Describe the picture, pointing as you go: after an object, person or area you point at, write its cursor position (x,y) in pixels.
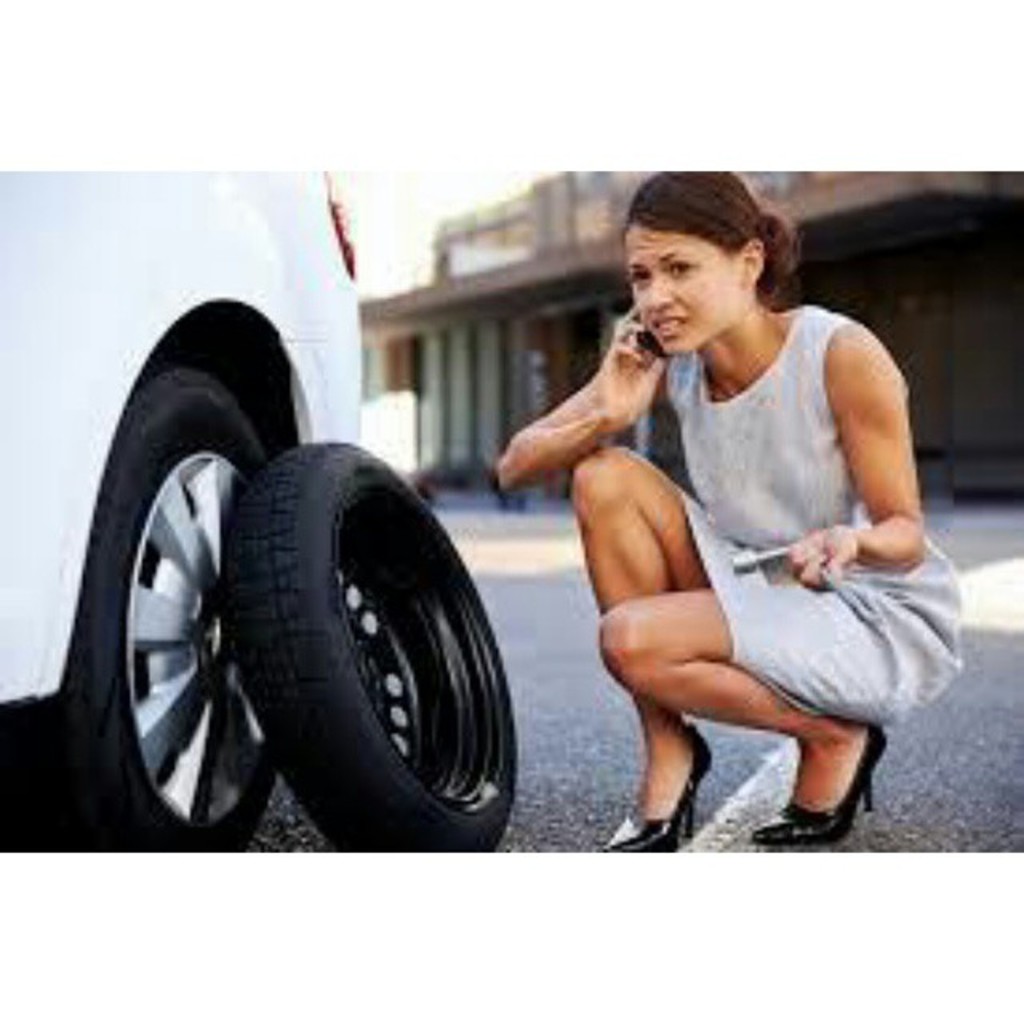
This woman (702,399) is holding a mobile (647,342) near her ear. In-front of this vehicle wheel (182,489) there is a tire (361,476). Background (571,276) it is blur.
